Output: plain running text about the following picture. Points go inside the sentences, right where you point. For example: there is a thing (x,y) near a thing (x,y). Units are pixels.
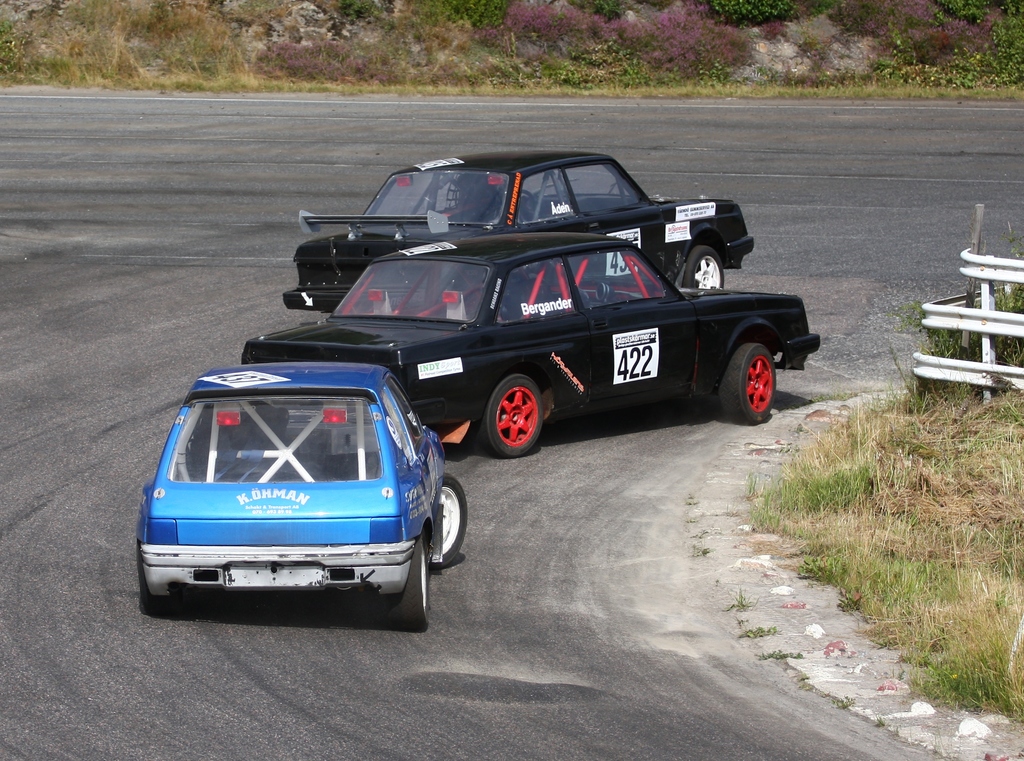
In this picture there are two black cars (512,247) which are taking the turn. On the left (289,419) I can see the blue color car (362,460) on the road (497,650). On the right (1009,464) I can see the grass (957,465) and road fencing (947,322). At the top (117,31) I can see the stones (338,19) and plants (355,87).
